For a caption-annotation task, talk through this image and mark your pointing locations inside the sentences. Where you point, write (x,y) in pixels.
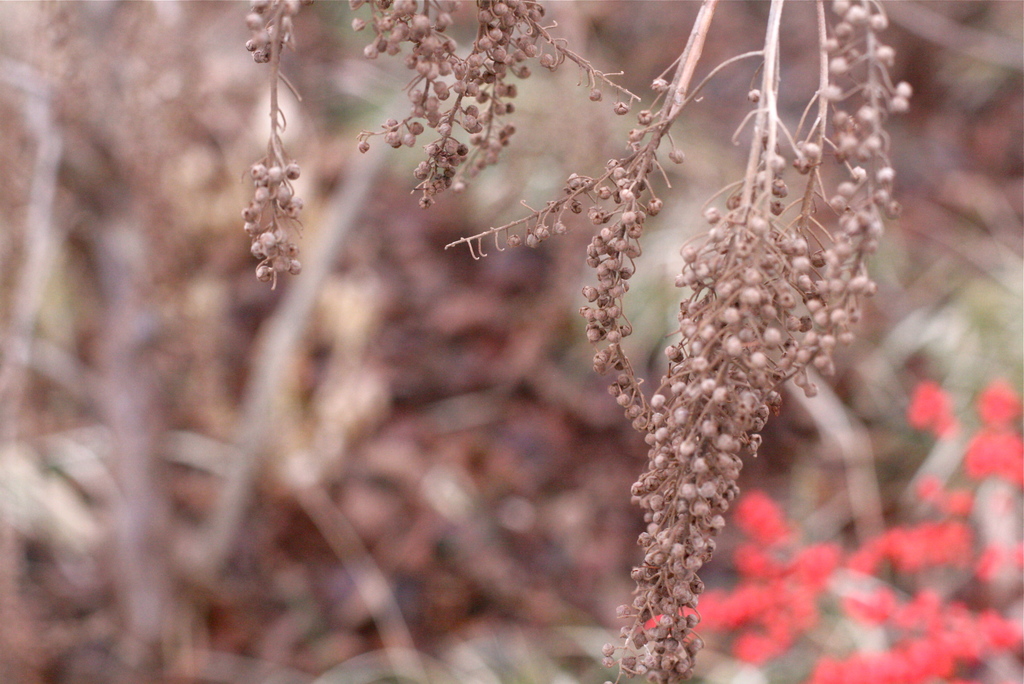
In this image I can see plants (824,363) and the background (84,298) is blurred.
